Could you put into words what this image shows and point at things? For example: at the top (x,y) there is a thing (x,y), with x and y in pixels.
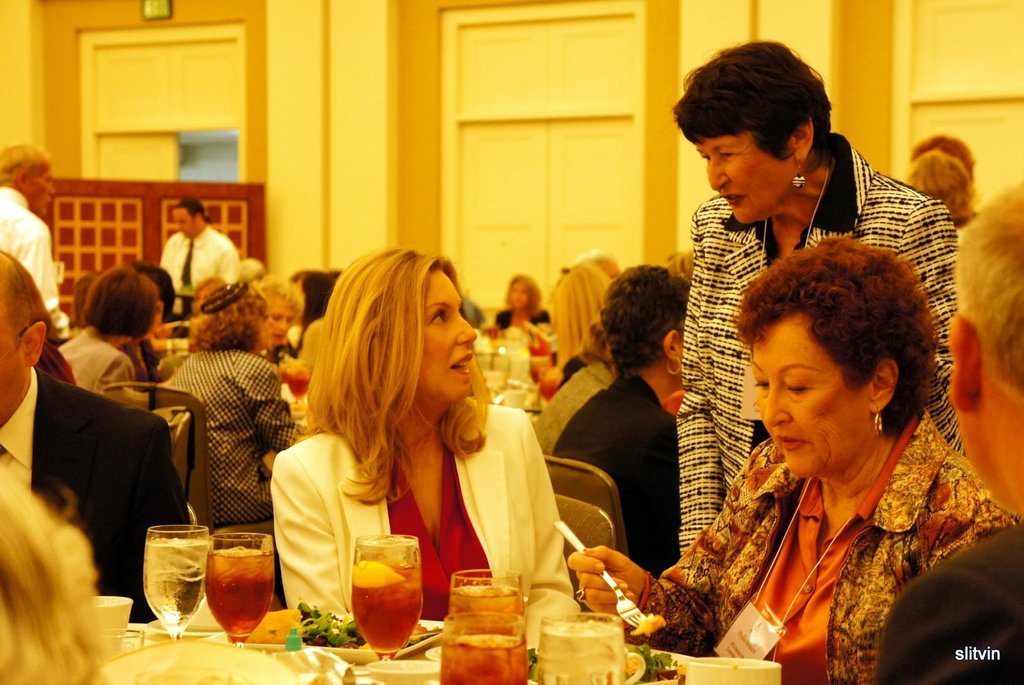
In this picture we can see a few glasses (608,643), a cup (120,604), some food (314,608) on a plate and other objects (115,678). We can see a woman (689,546) sitting on a chair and holding a fork (611,575) in her hand (584,569). There are a few people (230,522) sitting on the chair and some people (190,205) are standing on the floor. We can see a frame (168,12) on the wall (267,231).
